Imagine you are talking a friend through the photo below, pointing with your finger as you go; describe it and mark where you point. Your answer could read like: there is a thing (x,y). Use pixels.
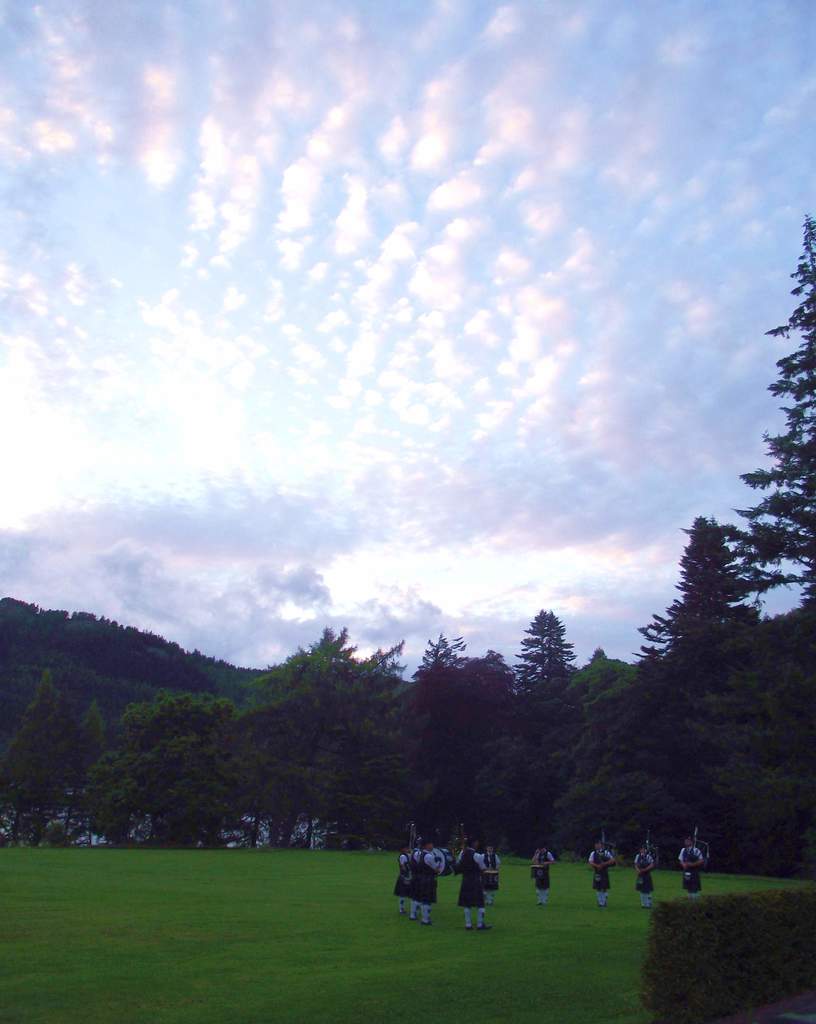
At the bottom (447,988) there are few persons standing on the ground (527,962) and playing musical instruments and on the right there are plants (799,985). In the background (662,784) we can see trees (801,372), objects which are not clear and clouds (363,559) in the sky (363,559).
